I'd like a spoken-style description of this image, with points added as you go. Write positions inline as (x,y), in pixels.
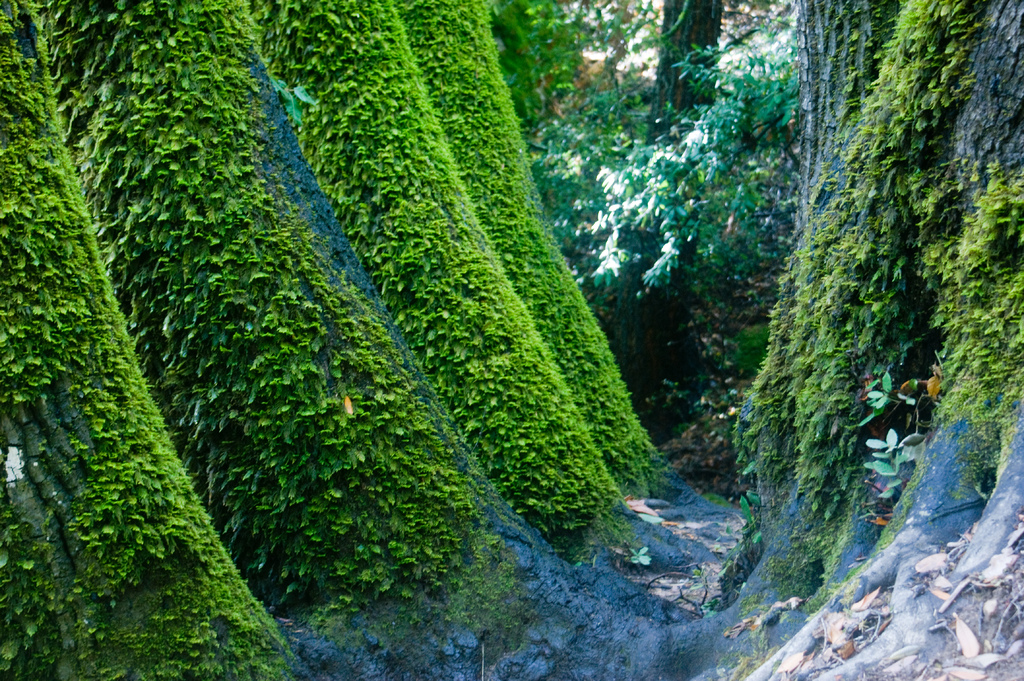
In the image in the center (569,413) we can see trees (953,462), plants (613,275), grass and dry leaves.
